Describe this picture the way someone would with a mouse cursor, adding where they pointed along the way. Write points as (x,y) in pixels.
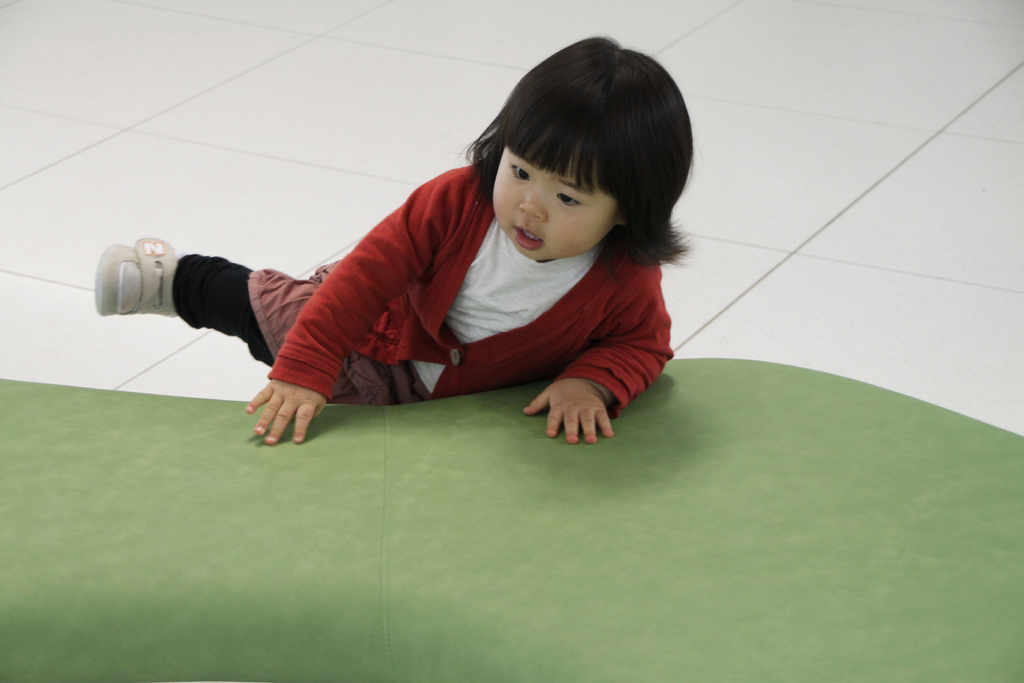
In this image we can see a kid (499,355) on the green surface (323,527).
